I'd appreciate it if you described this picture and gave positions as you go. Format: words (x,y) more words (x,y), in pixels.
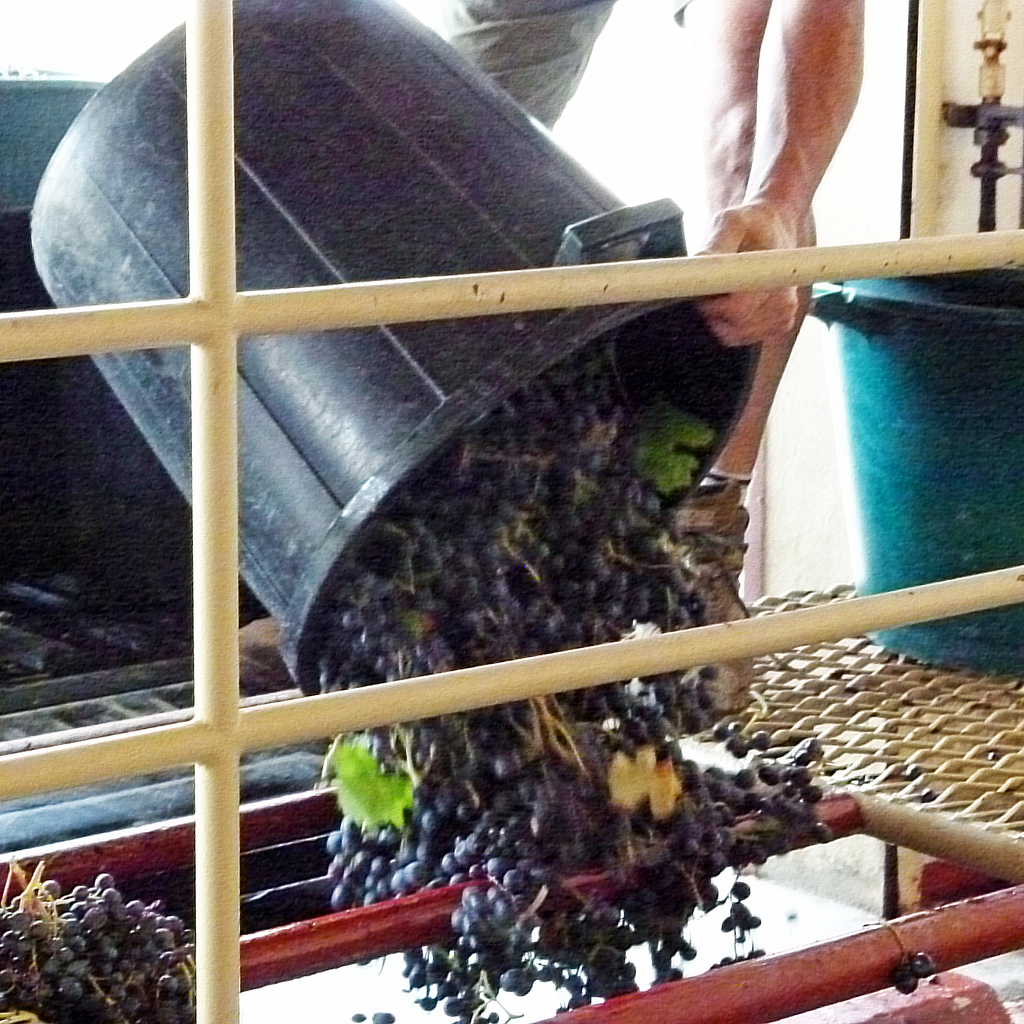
As we can see in the image there is a person (831,155) holding bucket (346,67) and there are black color grapes (525,892).
